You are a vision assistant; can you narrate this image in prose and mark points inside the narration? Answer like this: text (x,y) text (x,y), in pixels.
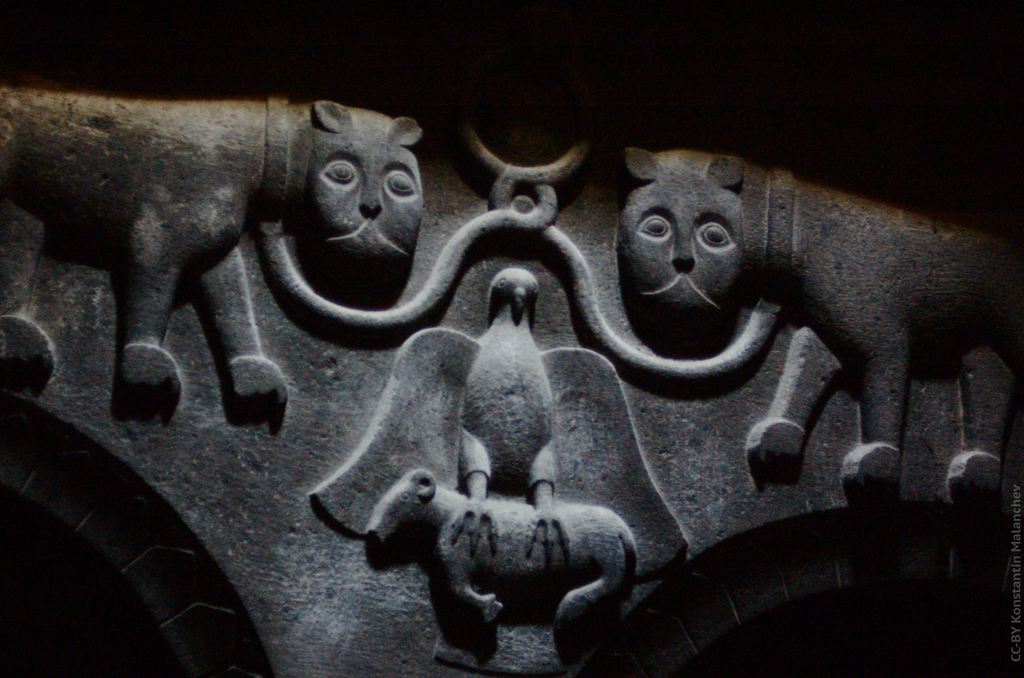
It is a black and white image and there is a sculpture (505,193) on the wall (312,469).
